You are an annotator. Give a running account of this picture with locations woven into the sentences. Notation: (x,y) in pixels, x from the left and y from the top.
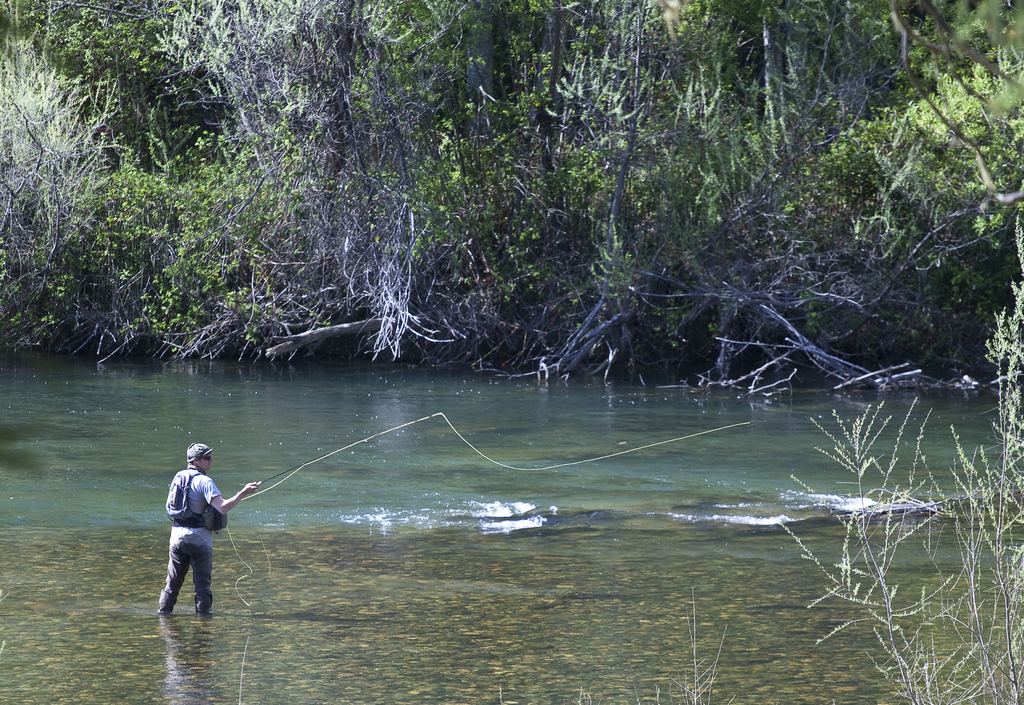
In this image there is a man (176,554) standing in the water (161,473) by wearing the bag (175,499) and holding the fishing stick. In the background (410,88) there are so many trees (546,165). At the bottom (509,605) there is water (586,594). There is a line (717,429) to the stick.
